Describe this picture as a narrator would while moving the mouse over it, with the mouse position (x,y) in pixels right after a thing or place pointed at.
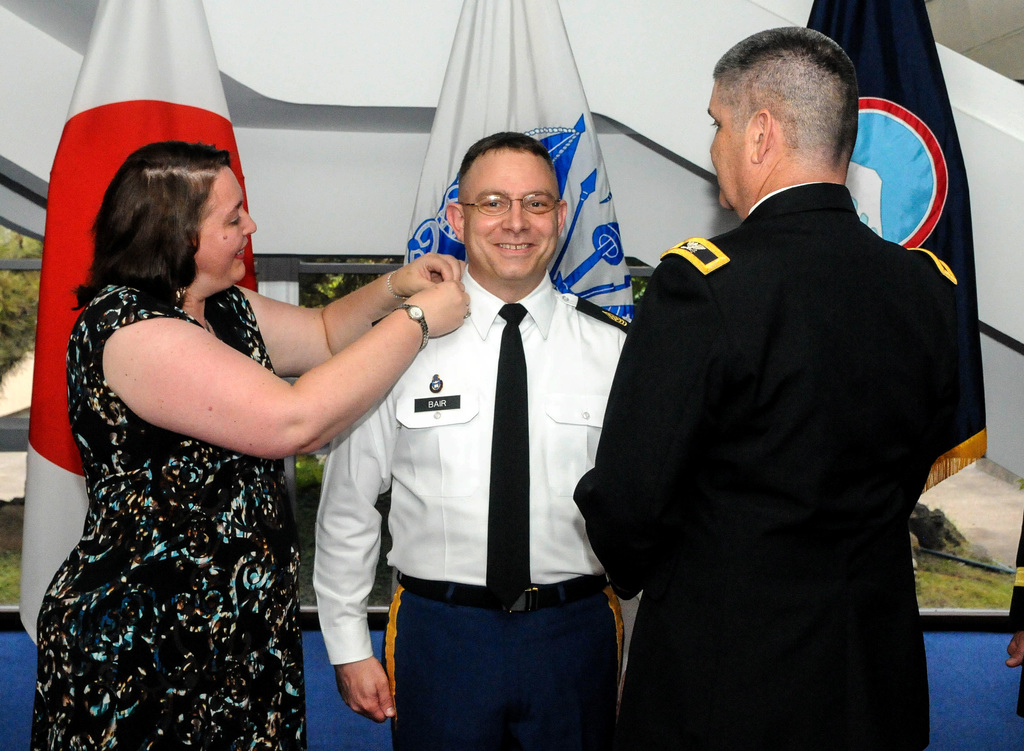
There are two men (554,405) and a woman (270,447) standing and smiling. These are the flags (518,78) hanging to the poles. In the background (335,116), that looks like a wall (412,49).
